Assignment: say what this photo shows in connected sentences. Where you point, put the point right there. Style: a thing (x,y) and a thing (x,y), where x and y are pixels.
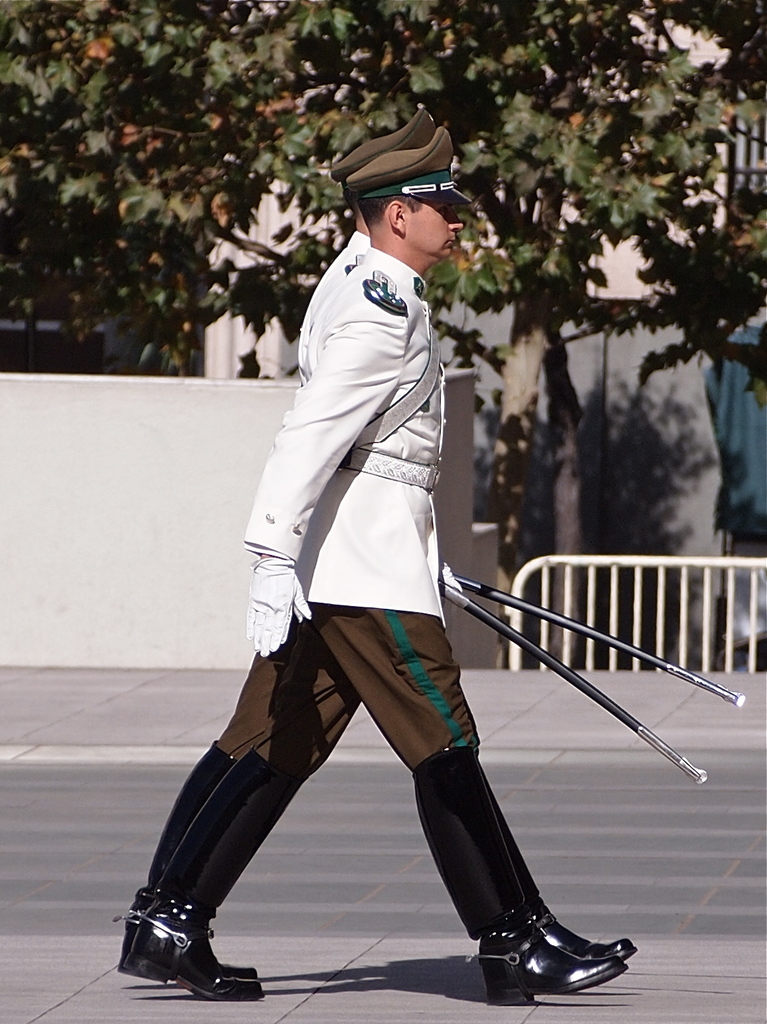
In this picture we can see two people (326,403) wore caps (369,188), shoes (565,975), gloves (257,625) and holding sticks (506,596) with their hands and walking on the road (693,799) and in the background (225,531) we can see fence (607,563), wall (40,407) and some objects (724,414).
